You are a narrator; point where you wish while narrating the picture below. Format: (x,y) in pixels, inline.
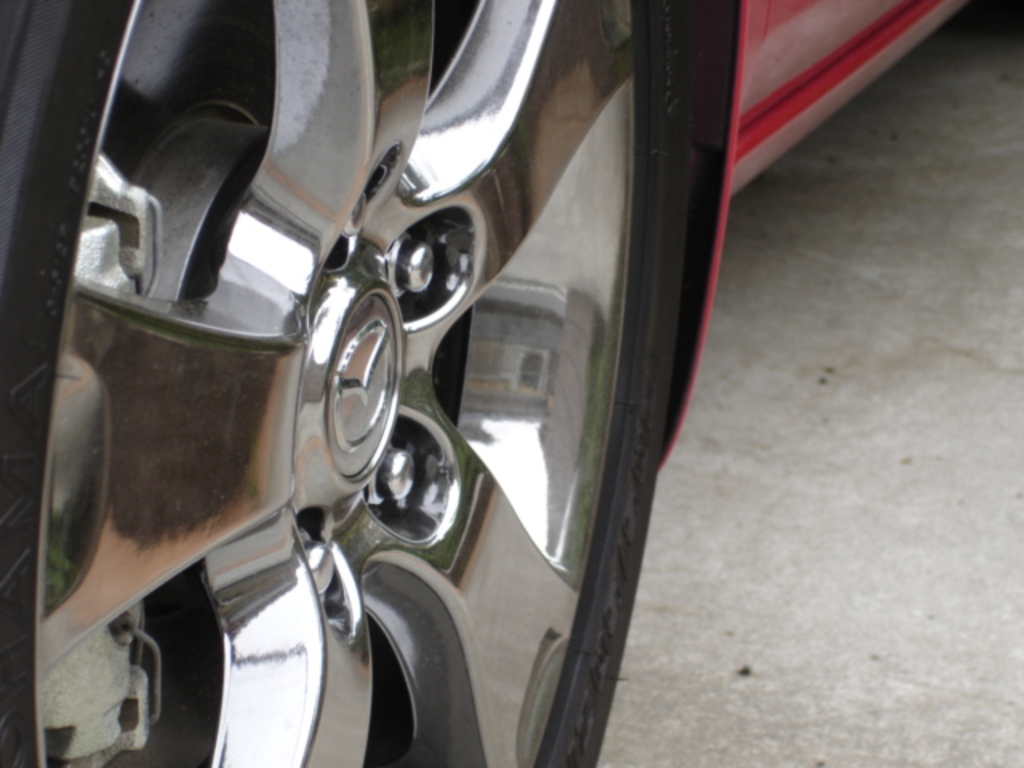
As we can see in the image there is a red color car (616,168).
